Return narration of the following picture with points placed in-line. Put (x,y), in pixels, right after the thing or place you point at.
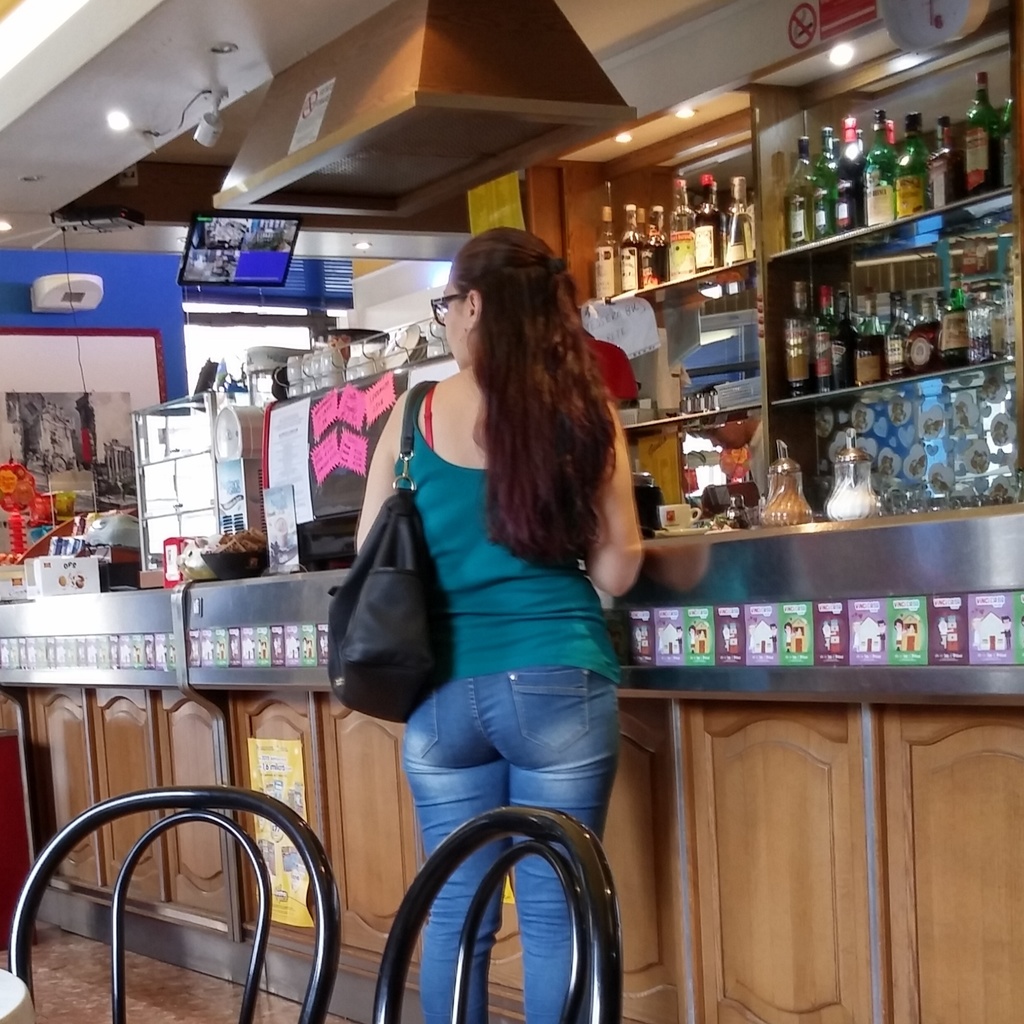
In this picture, we can see a woman (453,711) standing on the floor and behind the woman (445,813) there are chairs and in front of the woman (485,559) there are some objects (675,511) on the platform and in the shelves (772,285) there are different kinds of bottles (796,353) and there are ceiling lights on the top (232,235) and a screen (223,260).
